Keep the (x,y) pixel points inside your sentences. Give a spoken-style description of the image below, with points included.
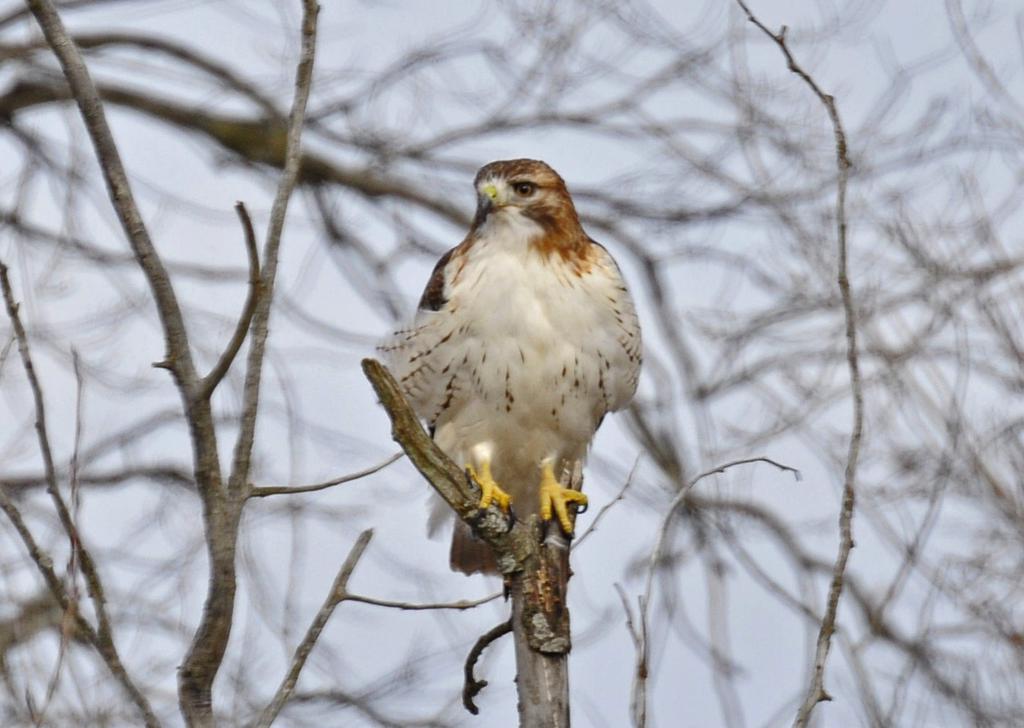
In this image there is a hawk (548,454) on a branch (534,653) of a tree (523,696), in the background (322,717) there are branches (557,122) and the sky (367,588) and it is blurred.
